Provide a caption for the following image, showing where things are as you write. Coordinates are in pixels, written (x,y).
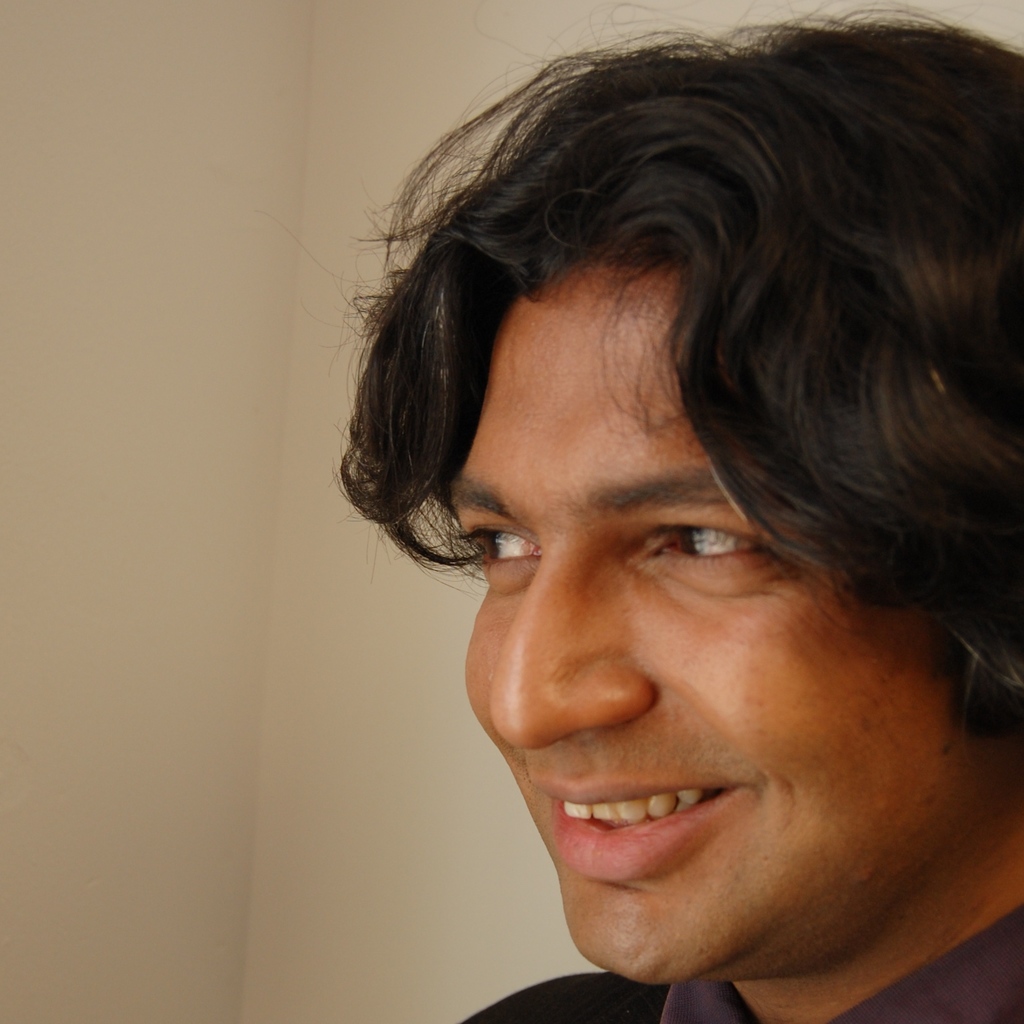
In the image there is a man (623,419), he is laughing and behind the man (612,403) there is a wall (138,684).
